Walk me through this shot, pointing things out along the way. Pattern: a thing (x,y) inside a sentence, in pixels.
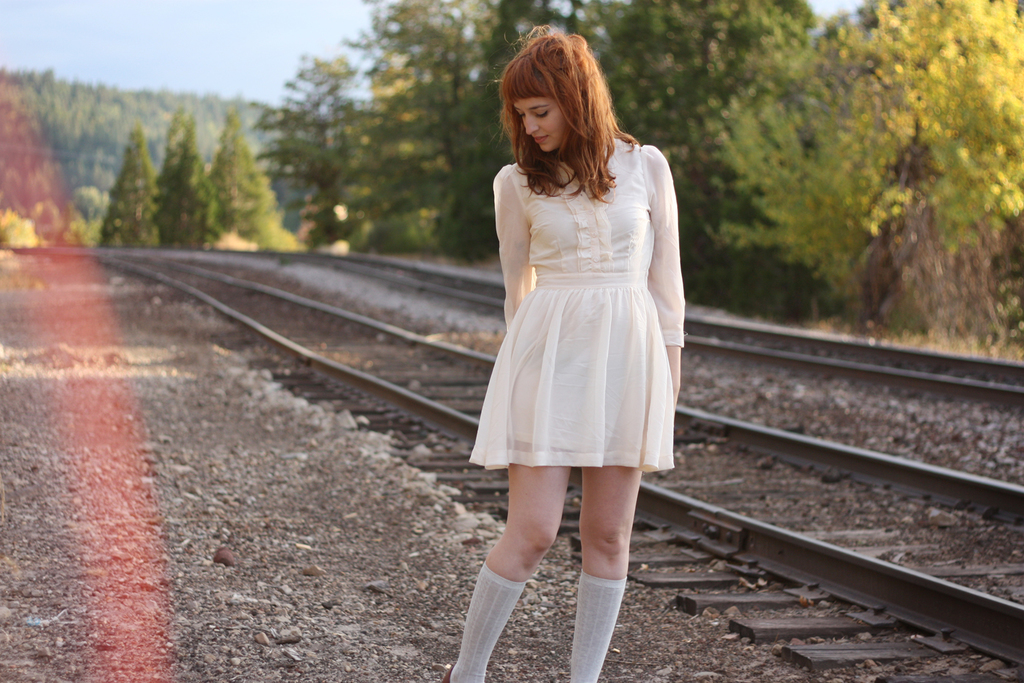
In this picture in the front (543,363) there is a woman (580,409) standing. In the background (394,302) there are railway tracks (444,293), trees (439,161) and there are stones (790,425) on the ground (196,474).
